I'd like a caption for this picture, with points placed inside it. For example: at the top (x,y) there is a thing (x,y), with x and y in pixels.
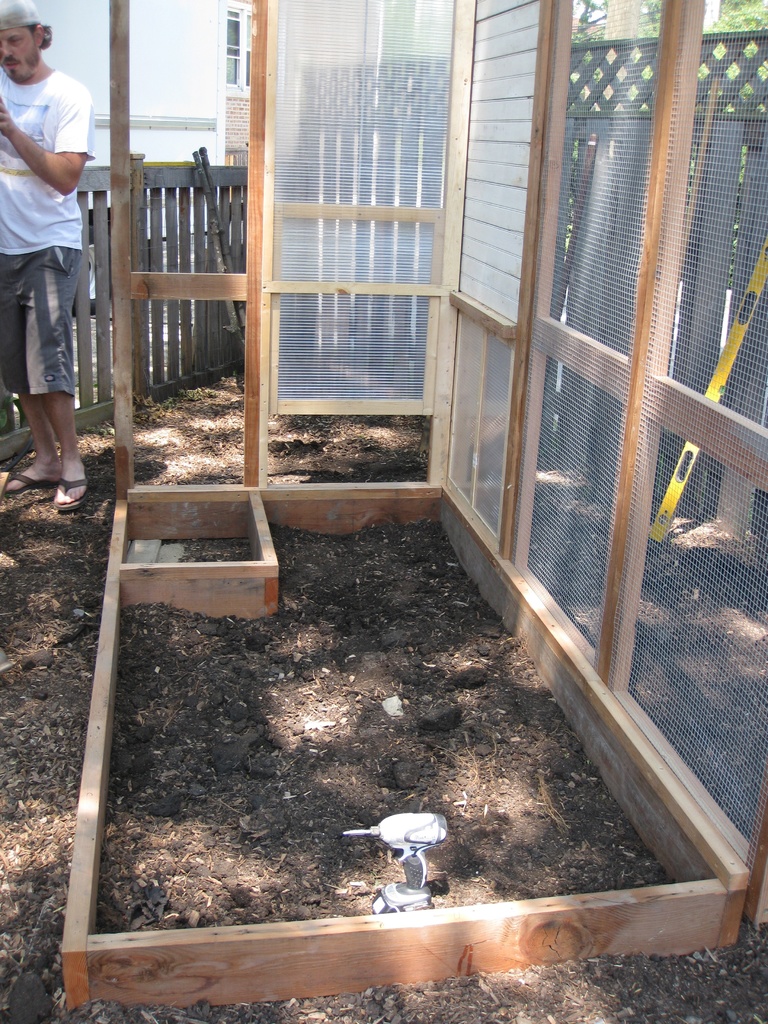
In this image, we can see a wooden frame (613,389) with wire mesh (531,535). There is a drilling machine (387,826) at the bottom of the image (414,838). There is a person (75,251) in the top left of the image (30,171) standing and wearing clothes (8,288). In the background (146,214), we can see a wooden fence (611,154).
